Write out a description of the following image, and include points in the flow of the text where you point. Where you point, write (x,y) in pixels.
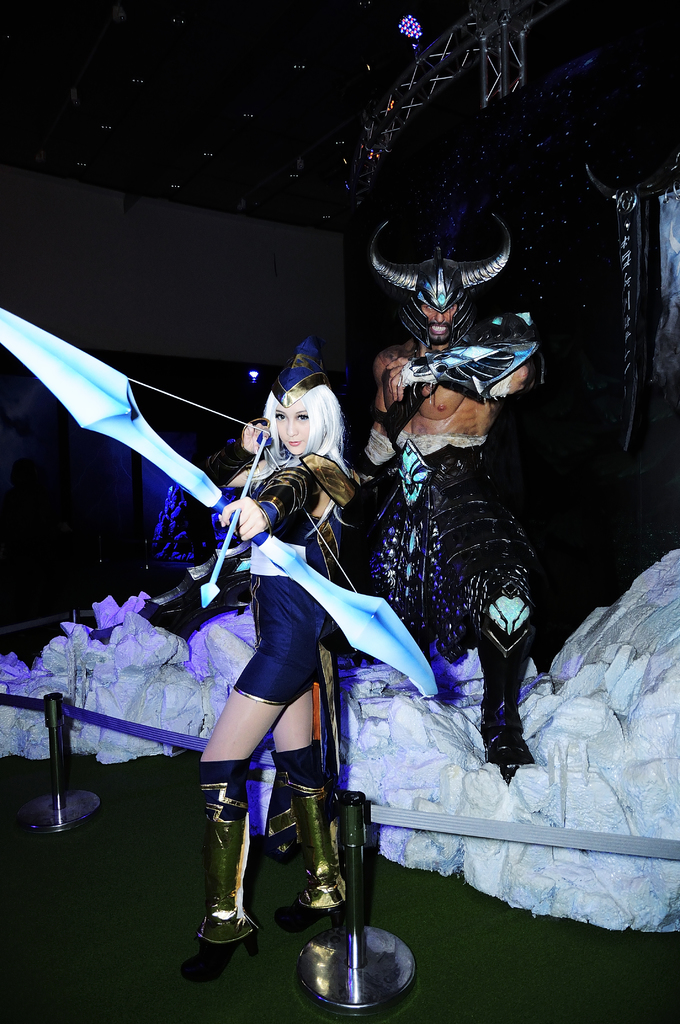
In the picture we can see a woman (306,726) standing and she is in some costume (323,652) and behind her we can see a man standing and he is with a different costume (423,510) and in the background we can see a ceiling (323,215) with some lights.
